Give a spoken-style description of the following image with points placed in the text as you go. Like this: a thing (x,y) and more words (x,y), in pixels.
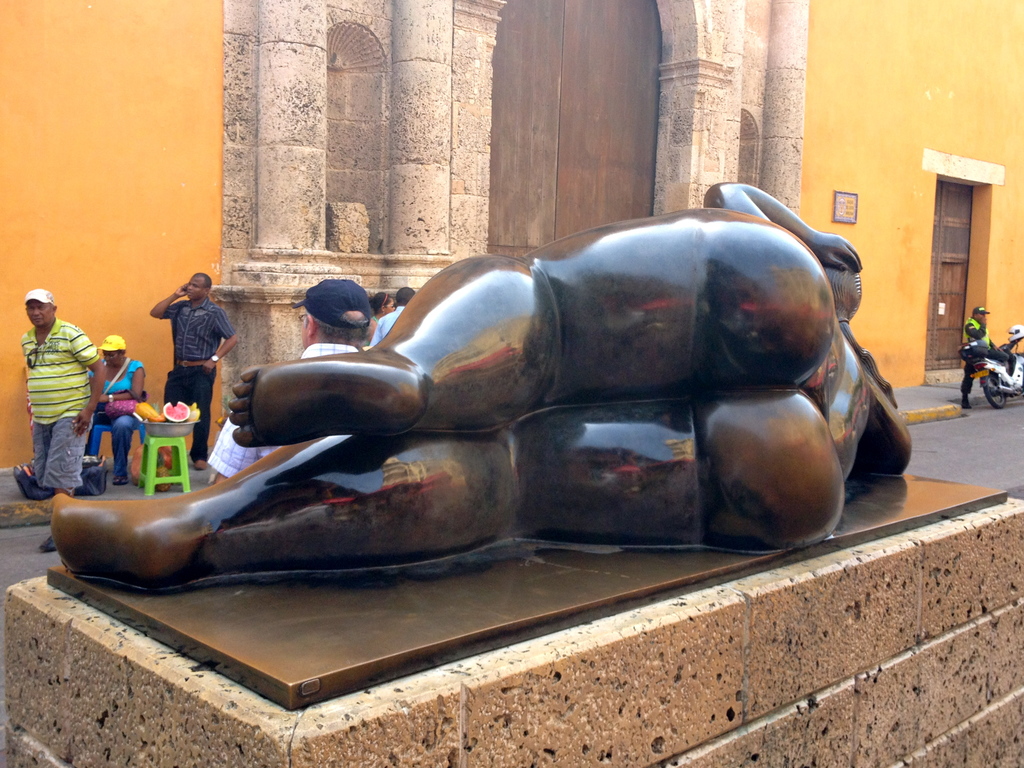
In the center of the image (552,404), we can see a statue (687,498) and in the background (60,369), there are people (36,354) and some of them are wearing caps (118,348) and there are fruits (171,413) in the container (169,429), which is placed on the stool (149,481) and we can see some other objects (87,447) and there is a wall (887,261), frame (853,210) and we can see doors (948,290) and there is a person (971,333) on the bike (991,379). At the bottom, there is a road (973,452).
